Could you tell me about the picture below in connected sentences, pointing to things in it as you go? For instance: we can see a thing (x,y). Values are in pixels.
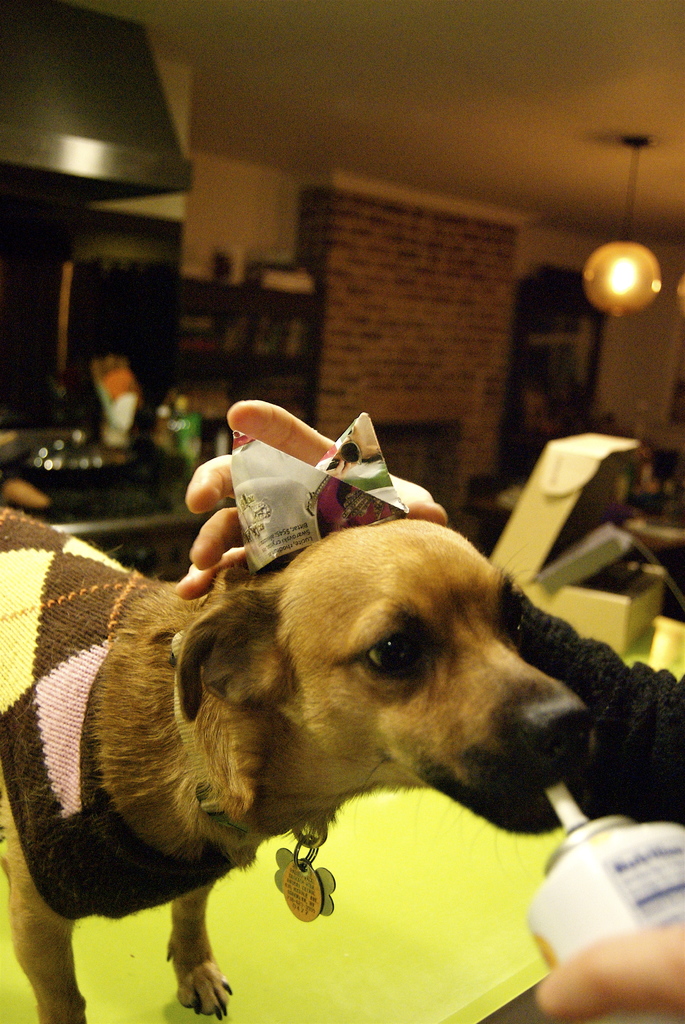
In the picture we can see a dog (299,643) standing on the table (136,1023) and a person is made to drink something to the dog (105,780) and holding the dog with the other hand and in the background (616,346), we can see a wall (618,362) and near to it, we can see a desk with something are placed and to the ceiling (659,201) we can see a lamp (653,275) is hanged.
